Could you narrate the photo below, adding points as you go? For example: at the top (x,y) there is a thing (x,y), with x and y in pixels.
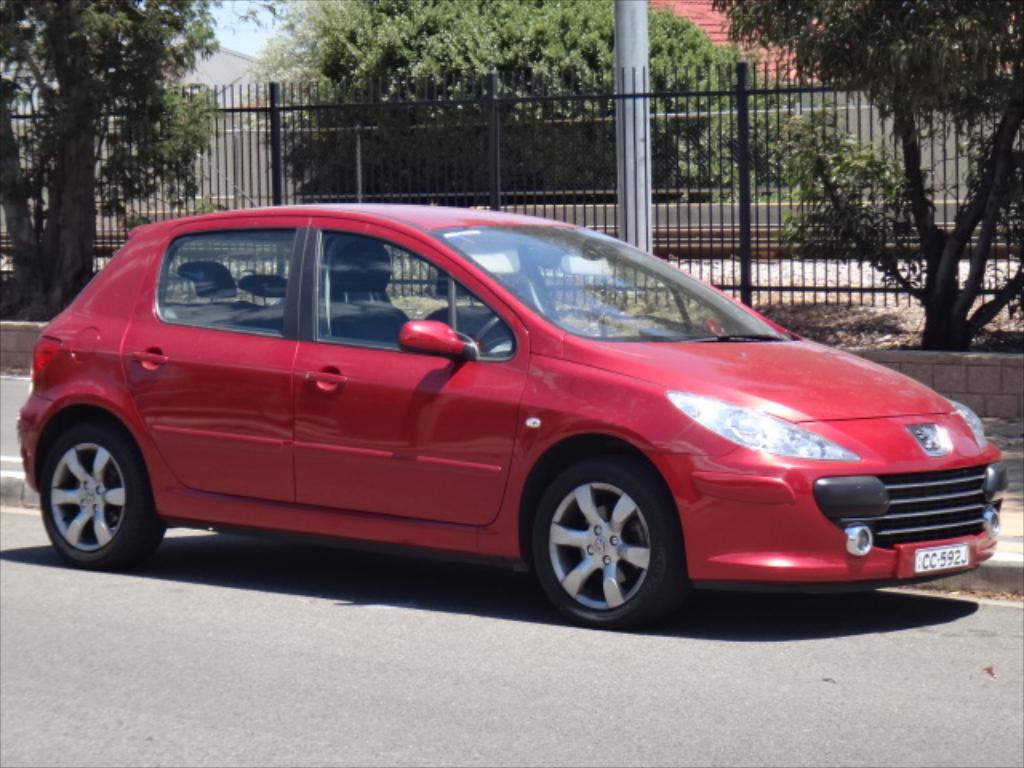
In the picture I can see a red color car (378,445) on the road (326,568). In the background (383,171) I can see fence (497,161), trees (299,95), buildings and the sky (250,31).
